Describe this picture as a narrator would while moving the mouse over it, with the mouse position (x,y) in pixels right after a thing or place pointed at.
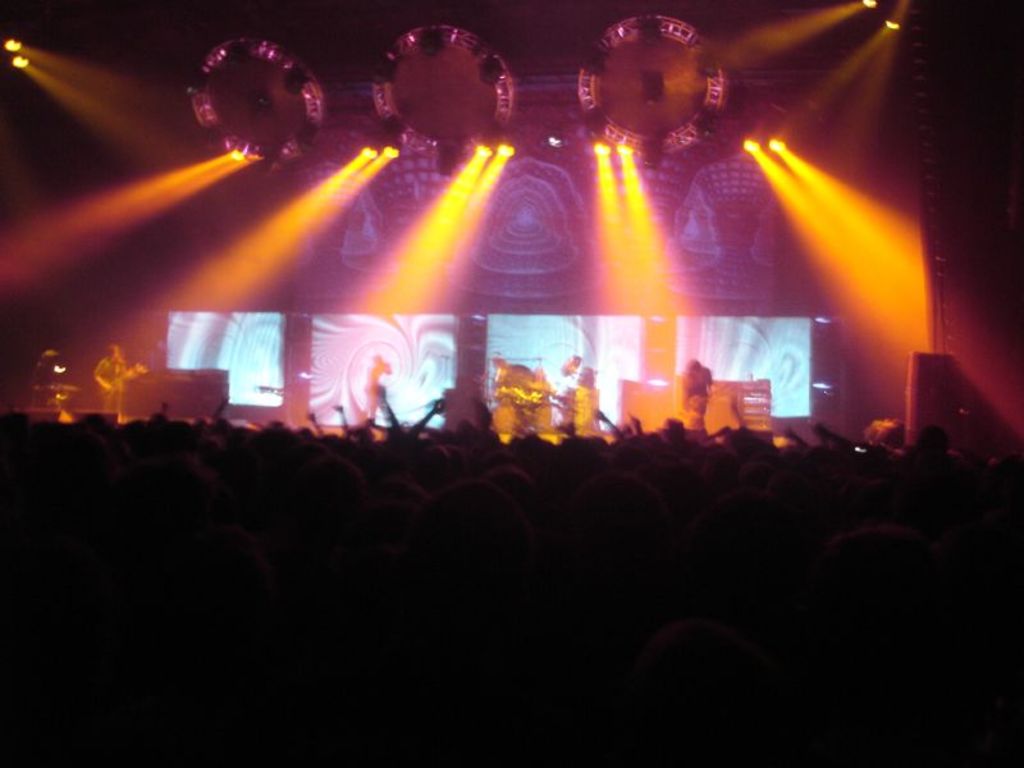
In this picture I can see people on the stage (491,298). I can see DJ lights (243,269). I can see musical instruments (105,377).
